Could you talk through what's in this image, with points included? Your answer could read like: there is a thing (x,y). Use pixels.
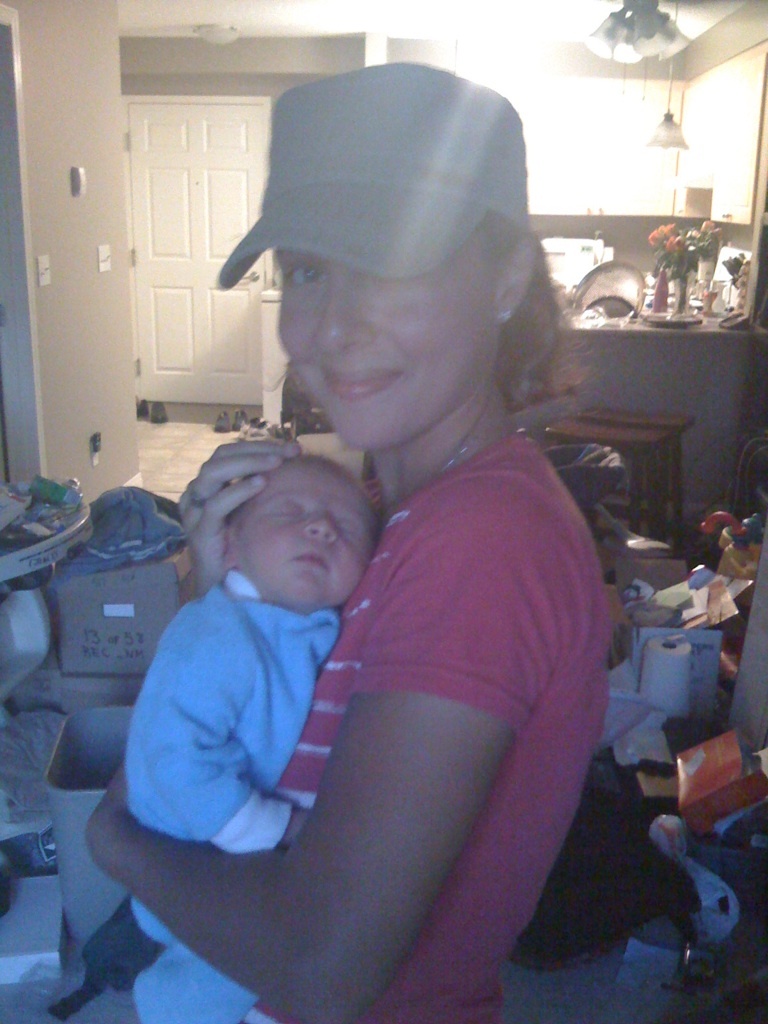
In this picture there is a woman (440,795) who is holding a baby (183,976). She is smiling. In the back (193,353) I can see the door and table (711,345). On the table (621,329) I can see the plates (640,289), box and other objects (737,280). On the floor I can see the carton boxes (686,773), tissue papers (655,674), clothes (606,809), plastic covers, bags (633,773), papers (730,582), pads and other objects (734,638). In the top right corner (675,10) I can see the lights (666,14).
